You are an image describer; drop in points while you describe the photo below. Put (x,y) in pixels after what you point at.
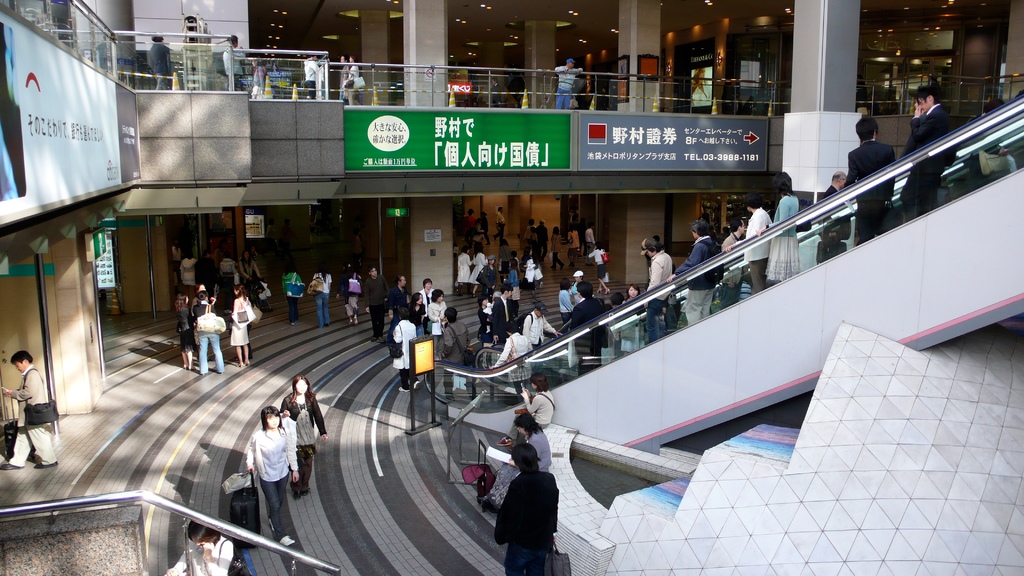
This is the inside picture of the mall (991,392). In the center of the image (414,301) there are a few people (793,238) standing on the escalator (657,296) and some people (311,471) are walking on the floor (352,513). In the background of the image (215,215) there are banners (436,116), lights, stores (871,36) and we can see a metal fence (368,76).
